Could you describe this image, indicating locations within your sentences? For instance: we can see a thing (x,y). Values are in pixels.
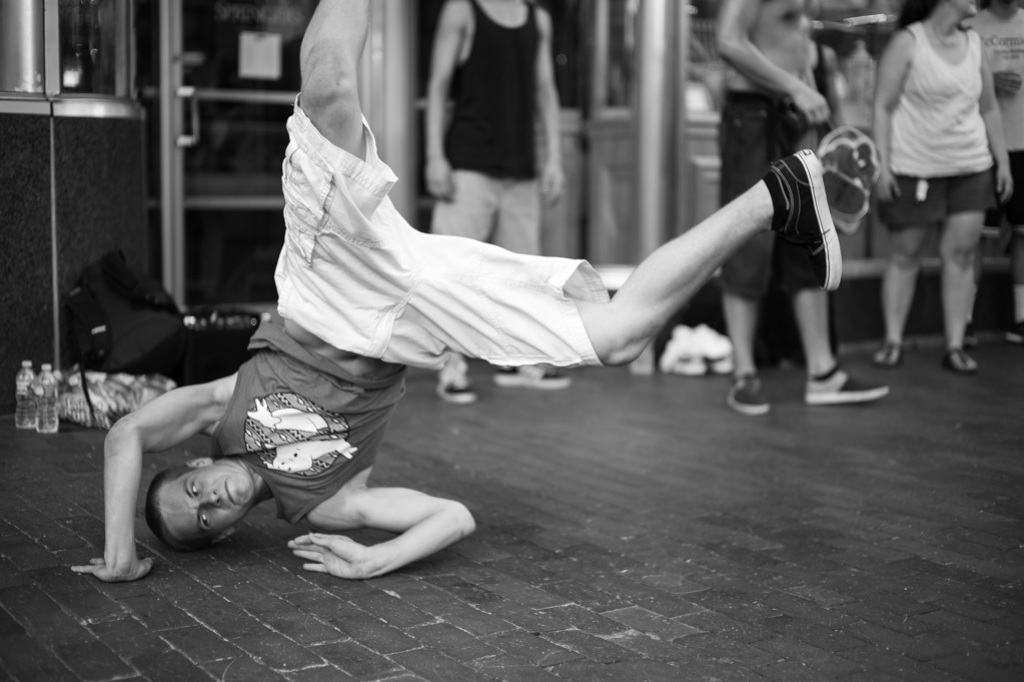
In this image we can see a person (307,288) performing exercise on the road (463,484). In the background (177,6) we can see disposable bottles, iron rods (247,96) and persons (463,96) standing on the road (731,457).
